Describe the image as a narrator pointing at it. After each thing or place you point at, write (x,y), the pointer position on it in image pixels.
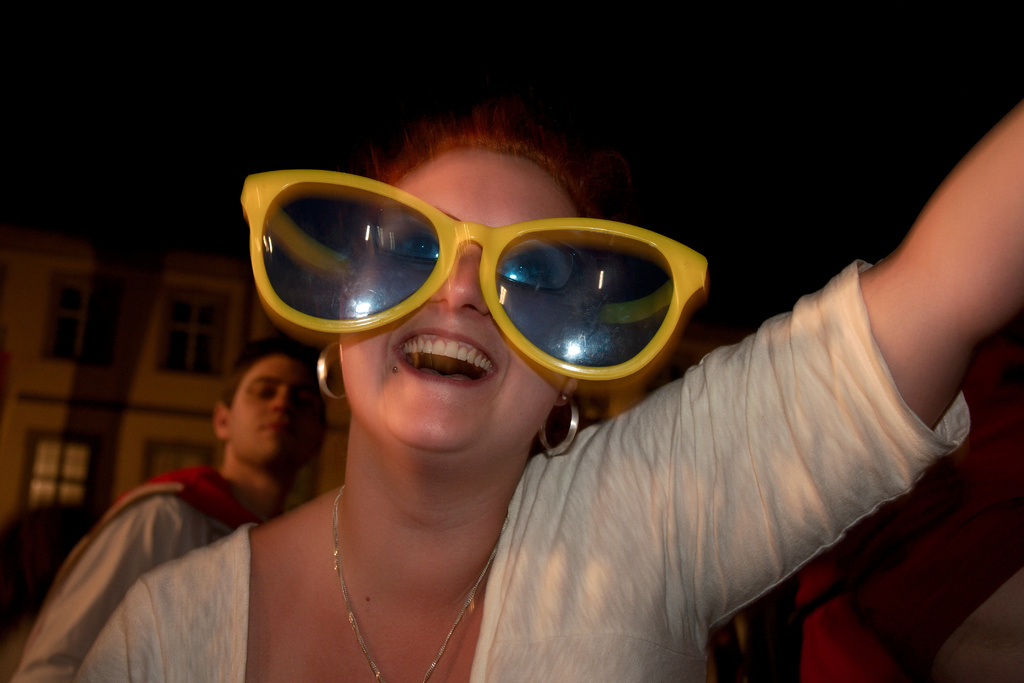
In this picture we see few people (769,585) standing and a woman (428,319) wore sunglasses (397,273) and there might be a building (149,365) on the back (93,354).
